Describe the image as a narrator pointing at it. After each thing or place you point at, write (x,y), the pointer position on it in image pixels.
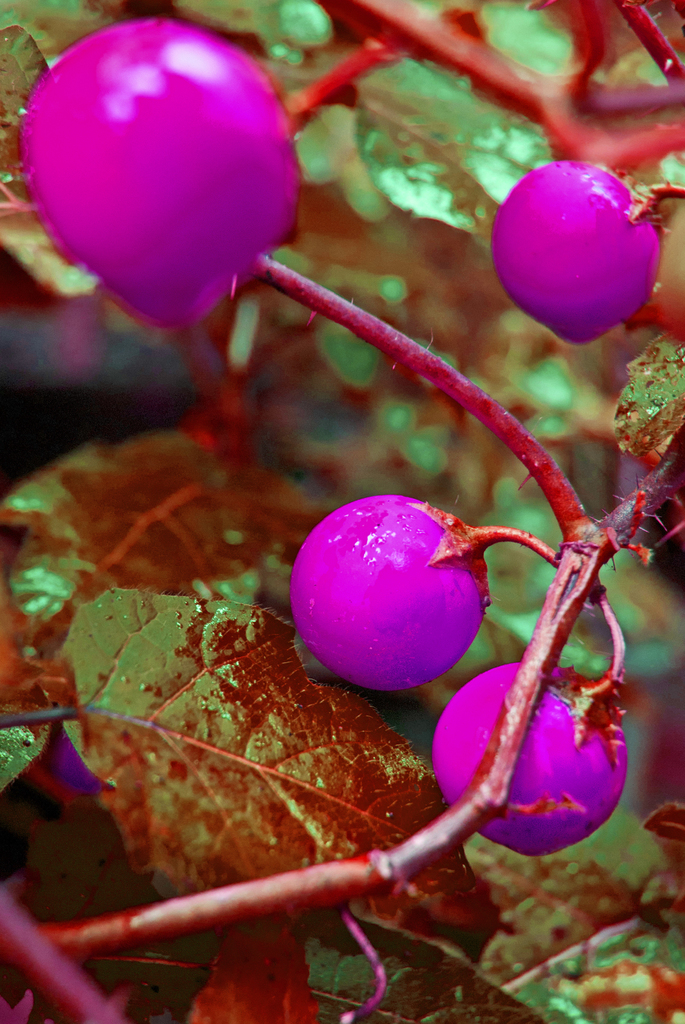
In this picture we can see branches (420,56) with fruits (521,191) and leaves (423,1021) and in the background (243,294) it is blurry.
